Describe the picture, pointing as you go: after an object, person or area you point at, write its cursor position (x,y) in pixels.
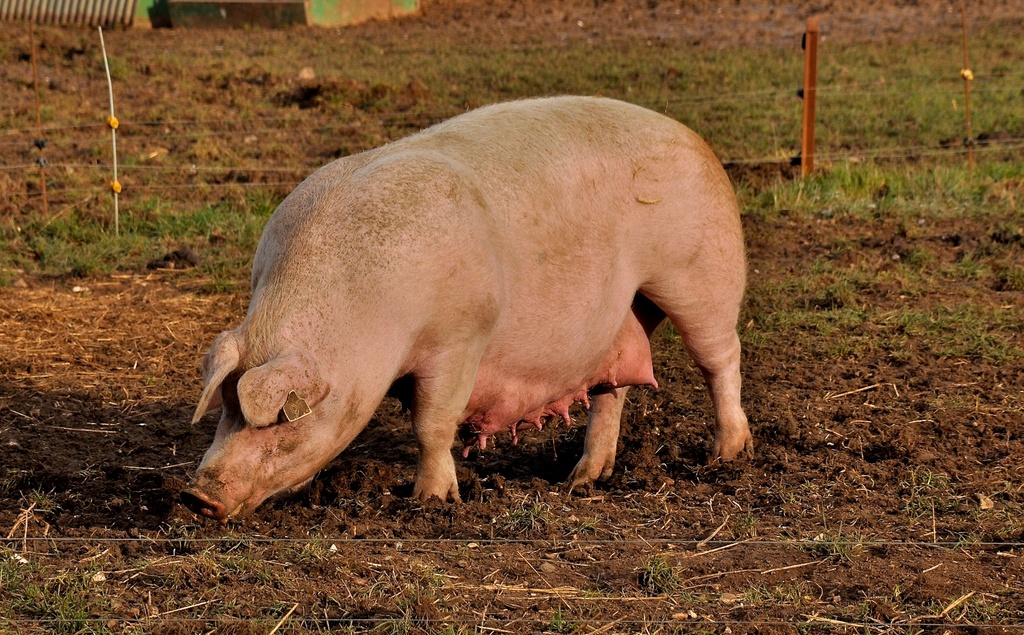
In this image I can see a pig (517,260) which is pink in color is standing on the ground (547,516). I can see the fencing (794,163) and some grass (81,234) on the ground (237,243).
